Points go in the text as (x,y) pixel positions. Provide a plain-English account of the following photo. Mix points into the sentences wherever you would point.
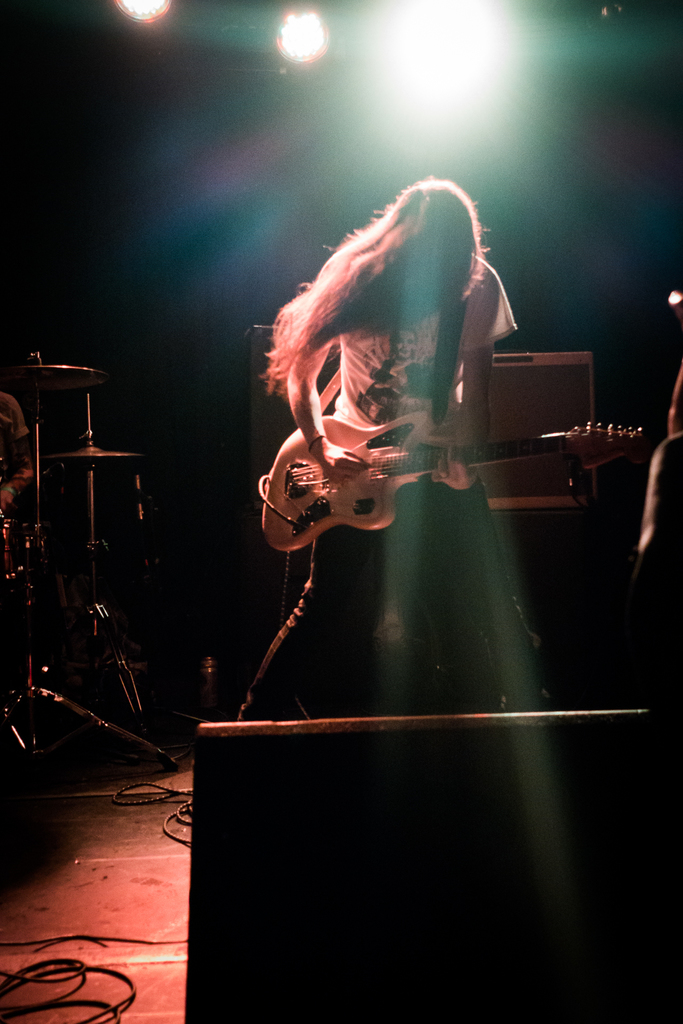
In this picture I can see a person (417,560) playing the guitar (362,521) in the middle (401,532). At the top (151,3) there are lights (499,25), on the left side (77,707) there are musical instruments (33,603).
